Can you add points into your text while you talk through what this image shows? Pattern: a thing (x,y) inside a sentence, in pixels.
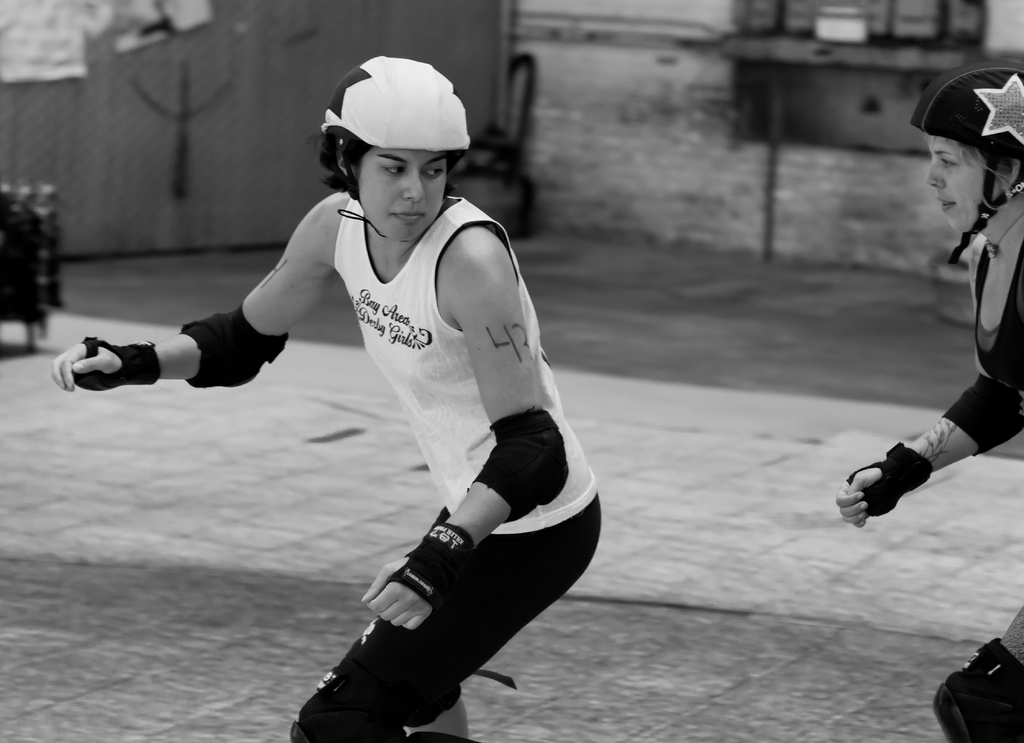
In this picture we can see two people (559,567) and in the background (868,574) we can see the ground (651,584), wall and some objects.
